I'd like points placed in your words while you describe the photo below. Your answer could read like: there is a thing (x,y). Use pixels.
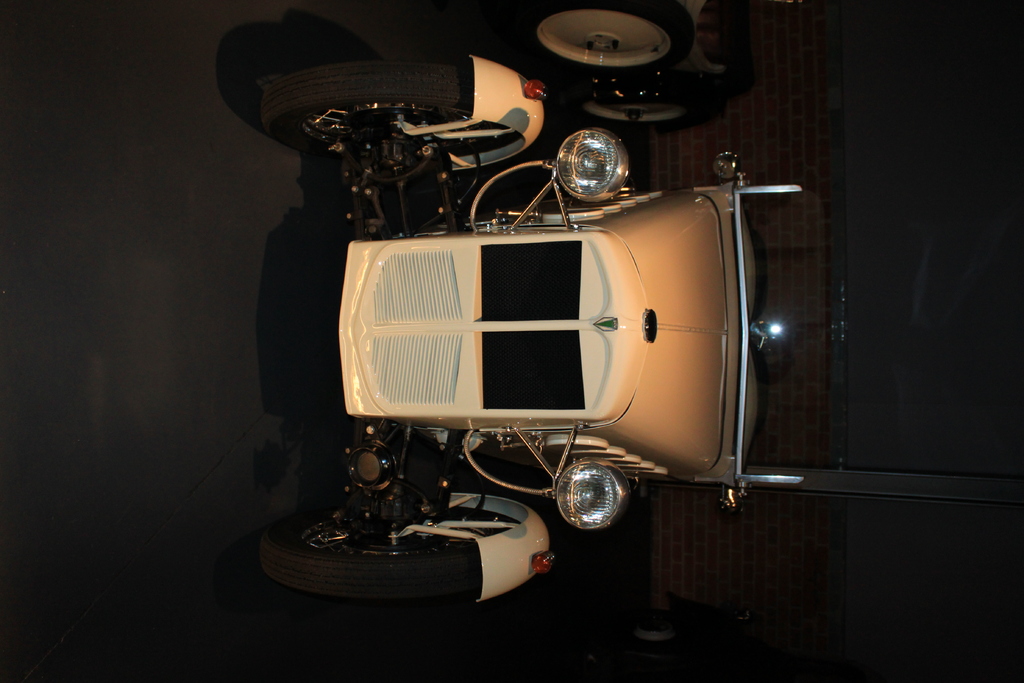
In this image in the center (388,439) there is one vehicle (470,295), and at the bottom of the image (652,667) there is some object (632,666) and at the top of the image (641,37) there is another vehicle wheels (658,34) are visible. And on the left side (129,274) there is floor (126,253), in the background (833,228) there is a wall (825,501) and pole (952,493).
